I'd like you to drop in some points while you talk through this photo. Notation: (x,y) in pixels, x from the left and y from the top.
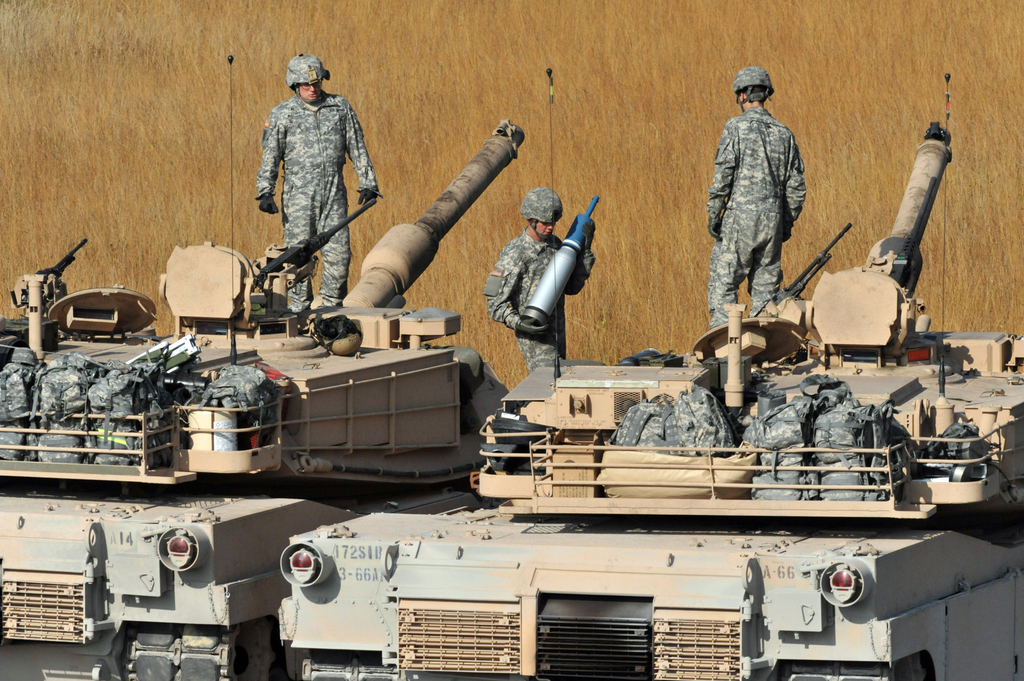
In this image there are two military tankers (380,527) in the middle (364,308), on which there are three military officers (544,241). There are few military bags (250,389) kept at the top of the tank (729,386). The man (523,289) in the middle (540,310) is holding a metal rod (560,258).
